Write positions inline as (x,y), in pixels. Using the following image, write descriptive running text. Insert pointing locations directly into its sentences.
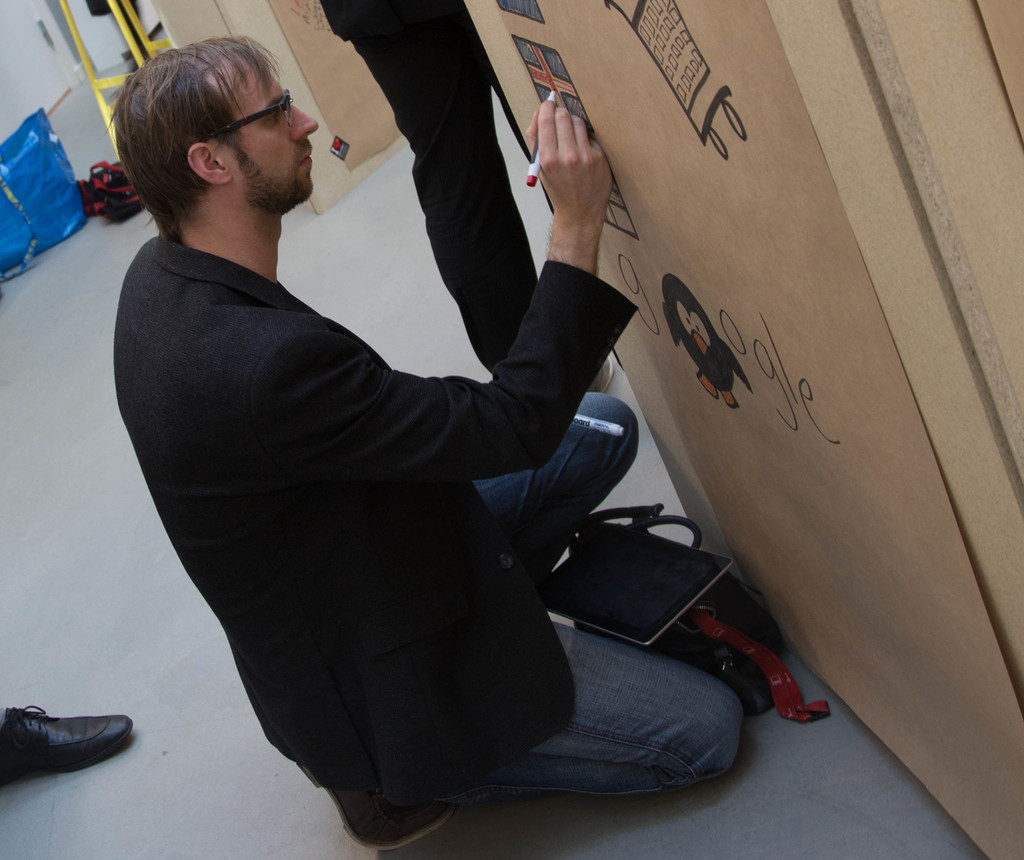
In this picture I can observe a person (263,500) on the floor (201,600). He is wearing a coat (224,405) and spectacles (276,106). The person (294,356) is drawing on the brown color cardboard sheet (814,484). I can observe another person (492,197) standing in the middle of the picture (489,306). In the background (47,187) I can observe blue color bag (44,181) on the floor (60,133).
